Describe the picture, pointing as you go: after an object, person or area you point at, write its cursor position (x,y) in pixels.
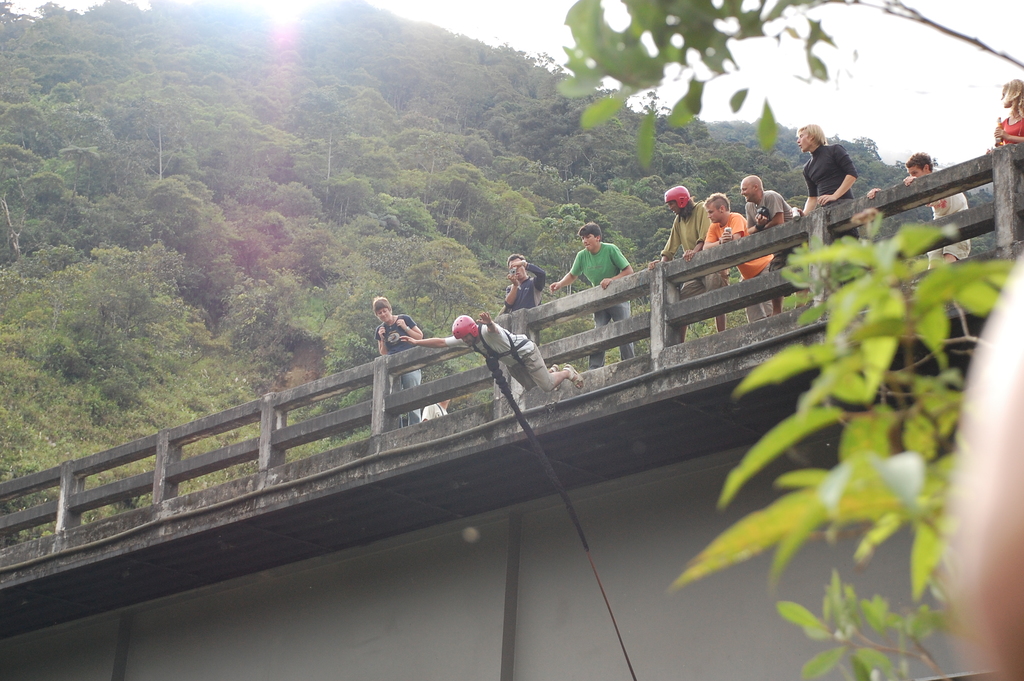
In this image we can see the people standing on the bridge (956,165). We can also see a person (494,344) jumping. In the background (208,201) we can see the hill (210,161) with full of trees (370,128). We can also see the sky (903,81) and also the wall (495,608) at the bottom (523,575).
